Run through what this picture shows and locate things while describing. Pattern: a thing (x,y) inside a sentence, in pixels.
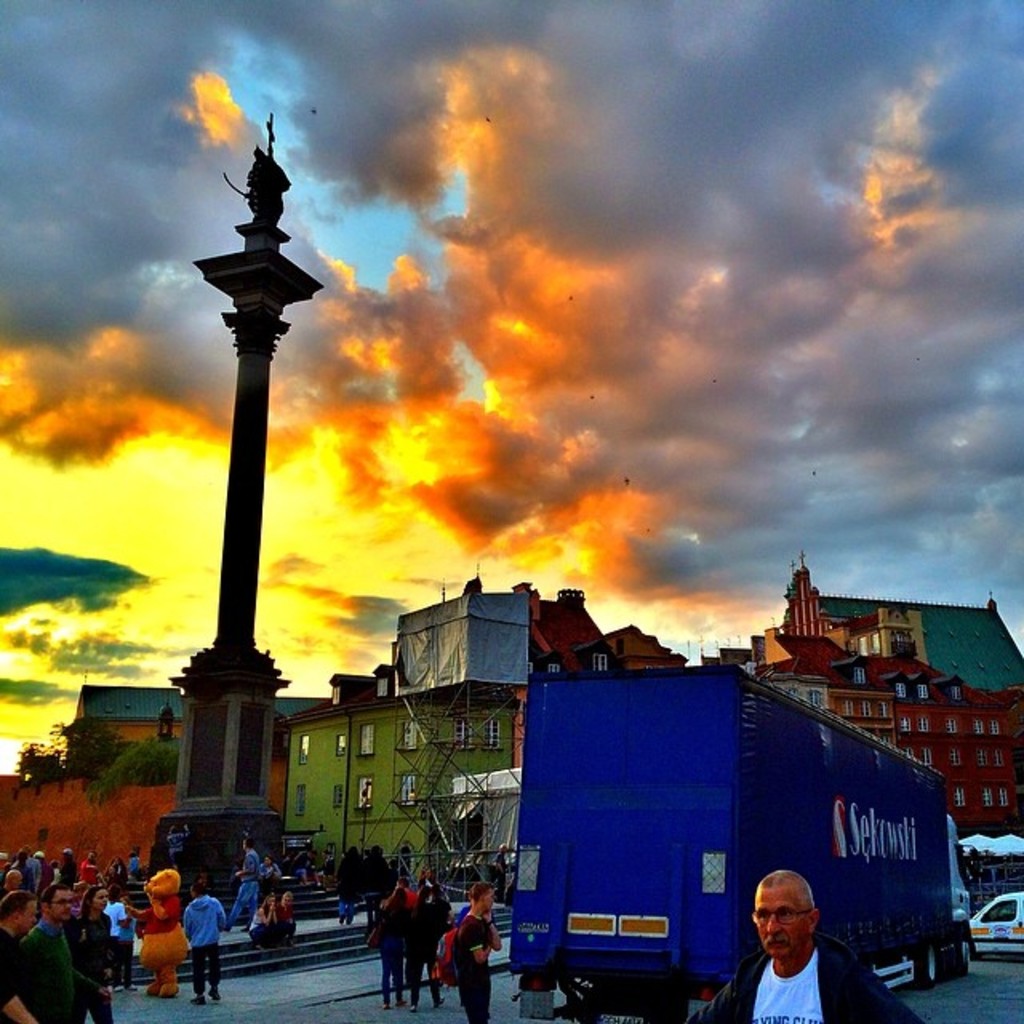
In this image we can see many people (388,898). On the right side (807,858) there are vehicles (879,869). On the left side (216,729) there is a pillar (251,549) on a pedestal (213,690). On the top of the pillar (248,254) there is a statue (263,187). Near to the pillar (249,239) there are steps (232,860). In the background (282,719) there are buildings (381,711) with windows (373,725). Also there are steps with railings (446,784). On the left side (107,754) there are trees (120,757). In the background (338,228) there is sky (402,320) with clouds (459,458).
